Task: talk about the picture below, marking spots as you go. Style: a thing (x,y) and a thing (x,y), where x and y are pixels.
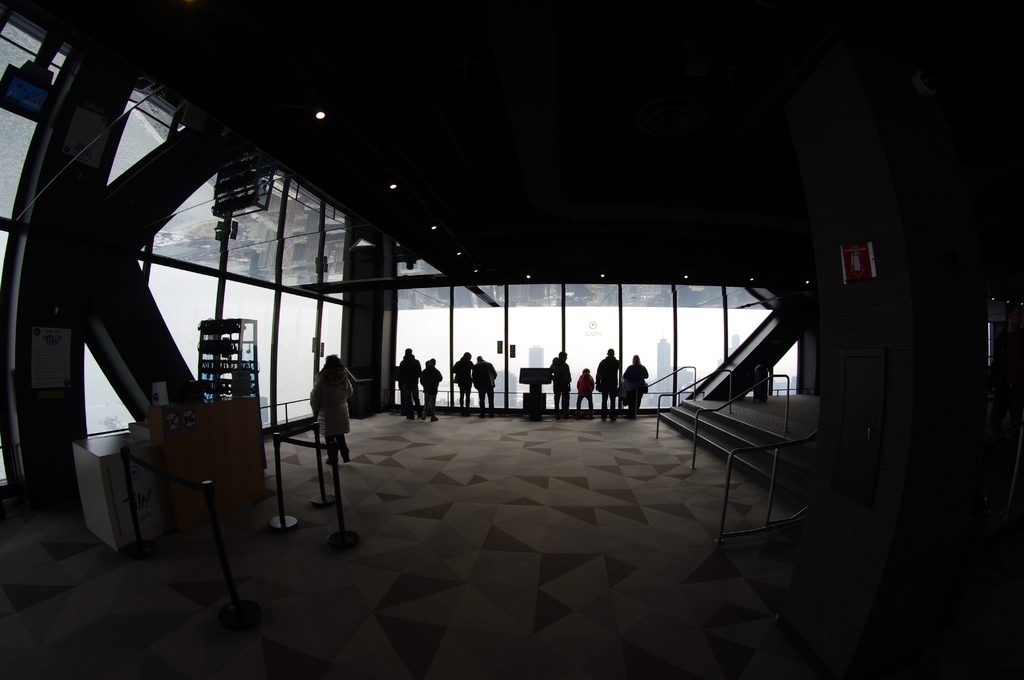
In this picture we can see a group of people (630,371) standing on the floor (622,432), steps (689,417), windows (687,393), door (860,475), lights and some objects (238,339).
